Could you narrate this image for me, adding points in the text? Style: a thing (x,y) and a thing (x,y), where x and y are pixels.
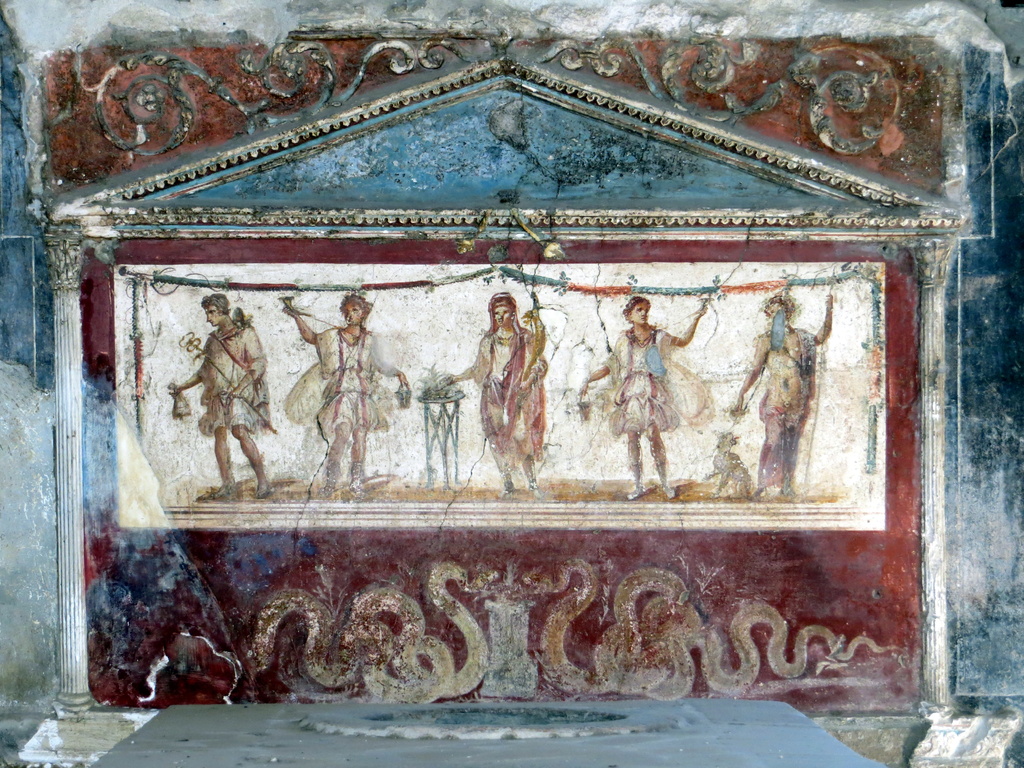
In this image, this looks like a wall (839,668), which is carved. There are five people (263,367) standing and holding different objects (182,417). I think these are the snakes (714,665). These look like the pillars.
